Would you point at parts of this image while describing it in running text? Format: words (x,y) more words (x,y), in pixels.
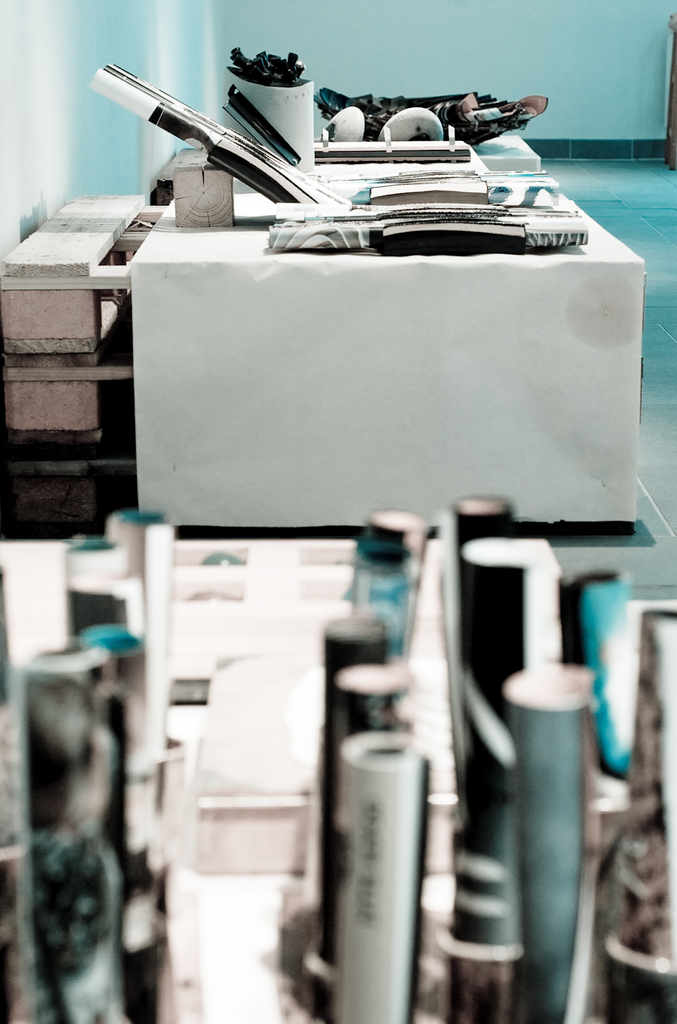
In the center of the image (336,357) there are tables (258,334) and we can see papers (453,205), boxes (399,200) and some things (456,218) placed on the table (433,479). In the background (344,41) there is a wall (313,32).
